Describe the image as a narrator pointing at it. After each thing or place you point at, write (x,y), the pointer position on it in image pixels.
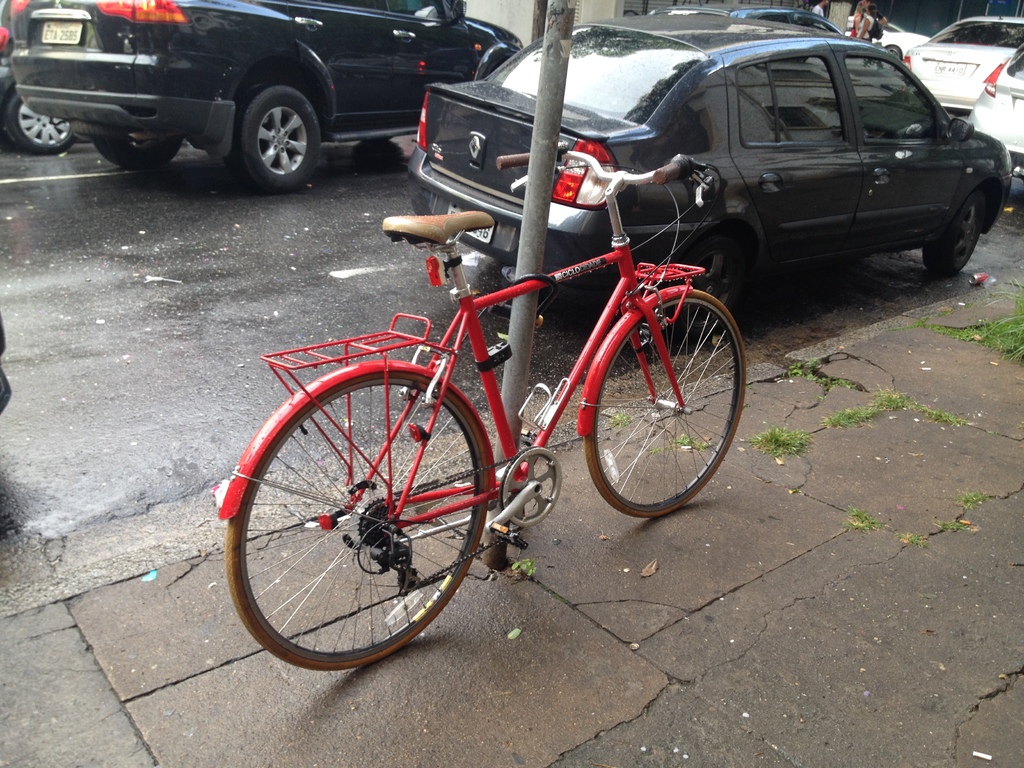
In this picture, in the middle (614,262), we can see a bicycle (525,489) which is placed on the footpath (633,479) and a pole (522,359). In the background (838,71), we can see some cars (798,71) which are placed on the road (434,335), we can also see a group of people (853,36) and buildings (946,12).
